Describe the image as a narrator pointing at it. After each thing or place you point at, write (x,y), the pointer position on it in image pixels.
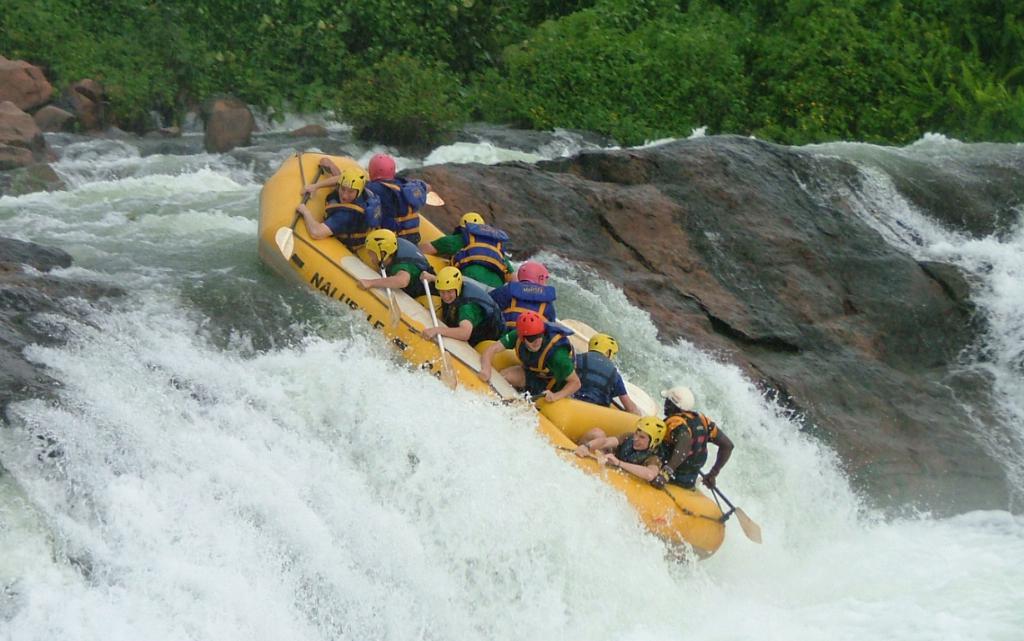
In this picture we can see a few people (597,380) sitting in the boat (425,340) visible on the water (472,463). We can see paddles (424,282) in the hands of some people (621,388). There are waves (509,465), stones (9,170) and a few plants (427,68) in the background (750,17).
